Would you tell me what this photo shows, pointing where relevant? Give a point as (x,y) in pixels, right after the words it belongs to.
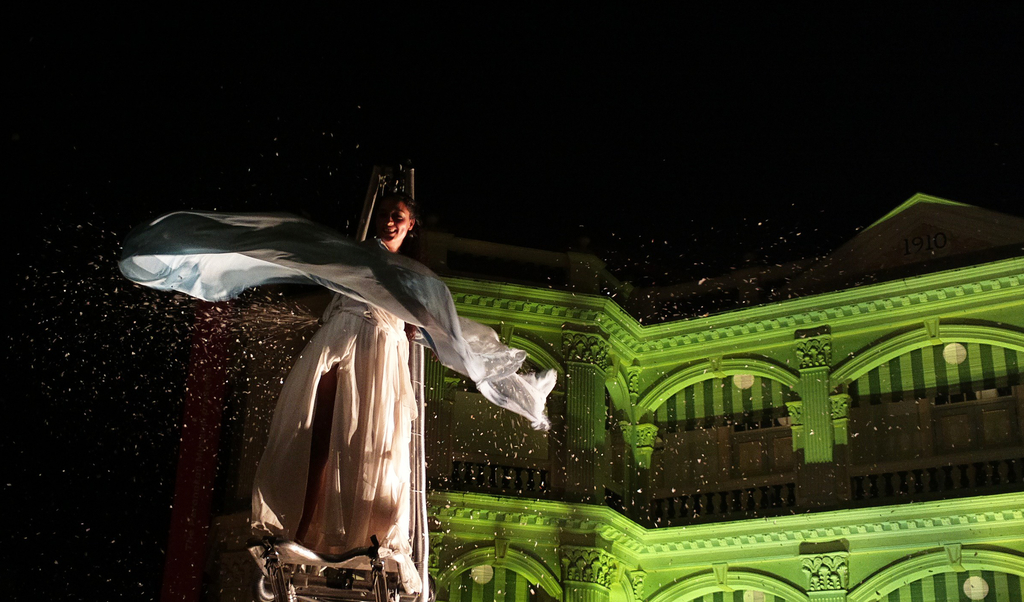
In this image we can see a person (377,321) and an object (333,582). Behind the person (368,472) there is a building (659,300). In the background of the image (947,88) there is a black background (74,146).
